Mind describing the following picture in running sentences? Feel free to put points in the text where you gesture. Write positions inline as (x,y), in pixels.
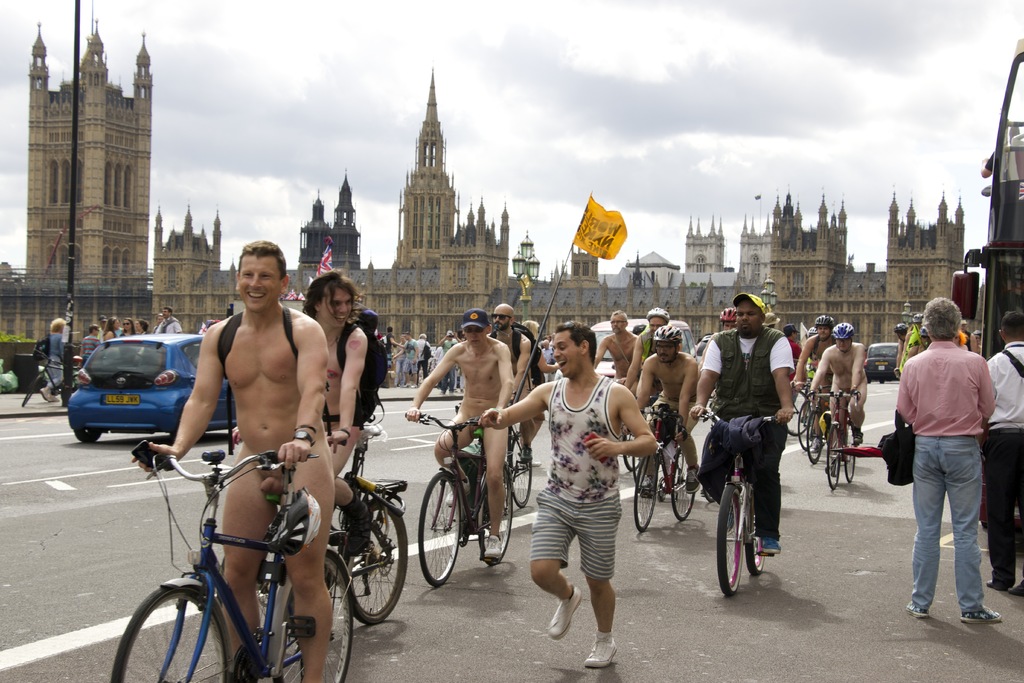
In this picture we can see some persons (662,416) on the bicycles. This is road (62,472). And there is a car (131,376). Here we can see some buildings (496,252). And there is a pole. On the background (489,138) we can see sky (718,111) with clouds (700,150).
